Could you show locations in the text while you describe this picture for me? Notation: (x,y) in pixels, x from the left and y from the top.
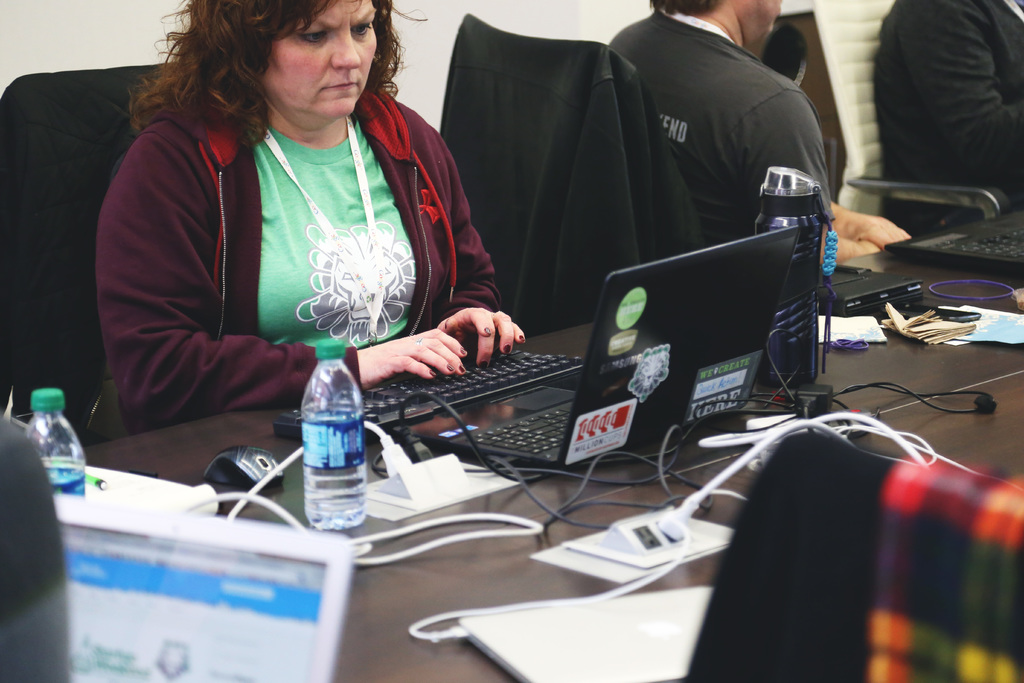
There is a woman (254,174) sitting in chair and operating a laptop (506,417) in front of her which is placed on the table (643,491) and there are few other objects (641,455) beside it and there are two other persons (754,83) sitting beside her.
